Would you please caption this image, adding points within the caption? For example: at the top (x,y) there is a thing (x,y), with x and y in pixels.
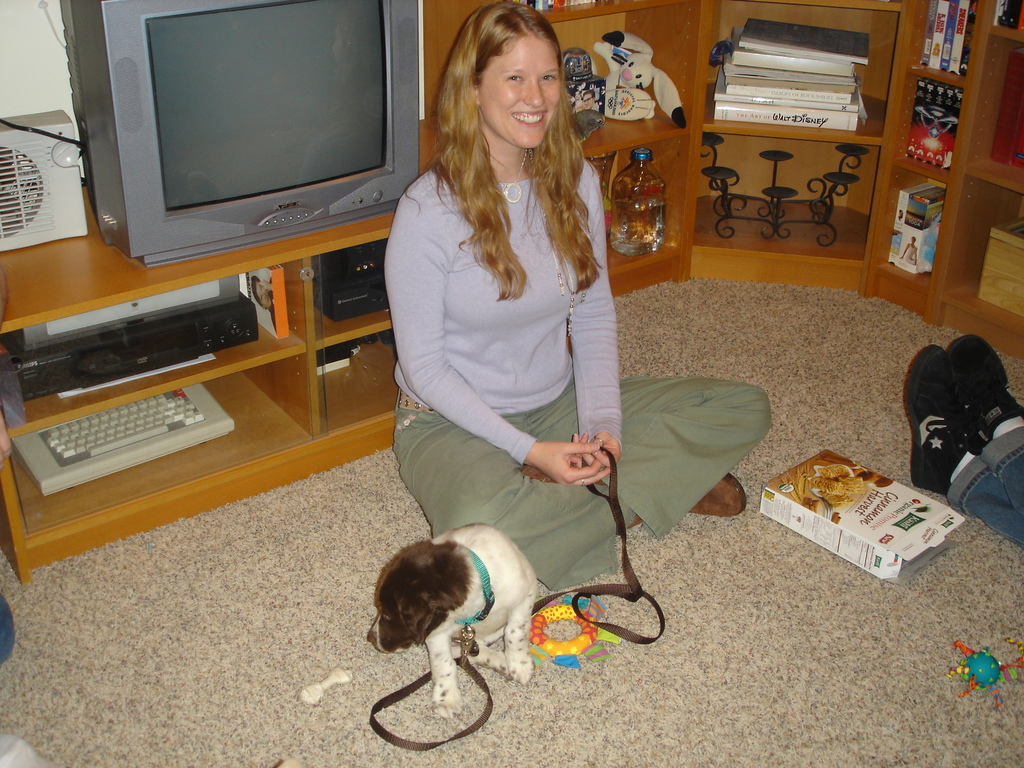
A woman (501,373) is sitting on the floor (559,626) and holding a belt (585,591) tied to a dog (476,594). Behind her there is a TV (219,178), books (785,101), bottles (636,205), toys (642,98), keyboard (145,408). On the right (990,489) we can see a person (945,470) legs (994,461) and a box (879,503).
